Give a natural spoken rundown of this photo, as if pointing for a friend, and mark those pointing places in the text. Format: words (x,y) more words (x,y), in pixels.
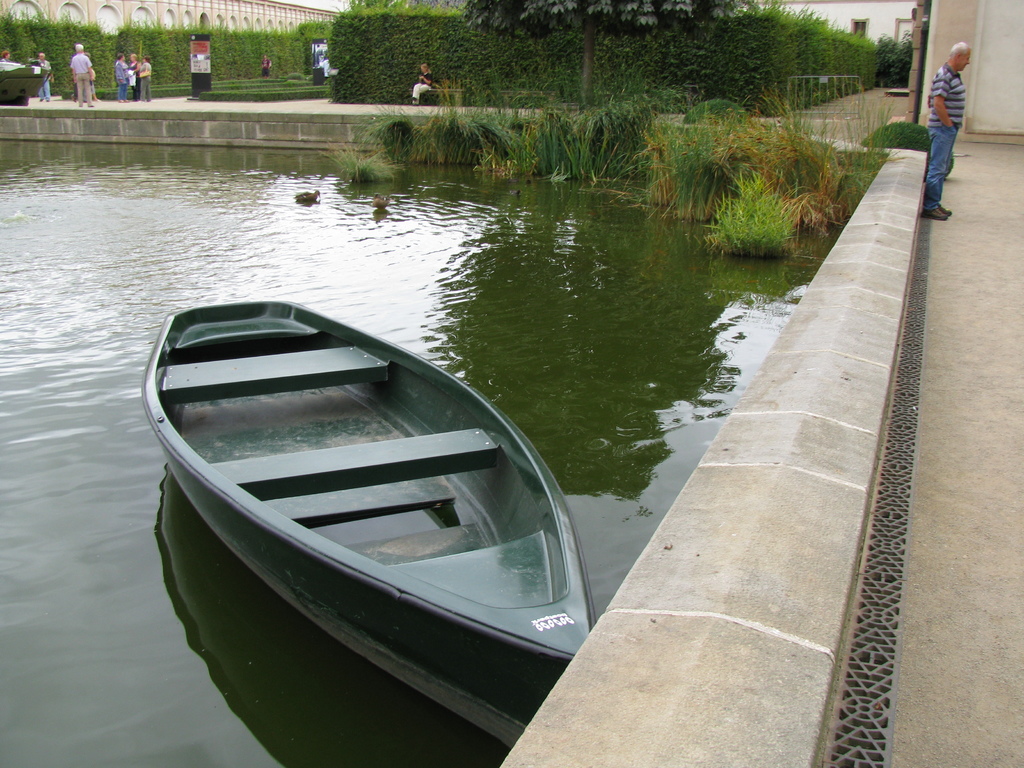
In this image on the left side (211,187) there is a pond (99,520), and in the pond (303,255) there is one boat (407,434) and some plants (685,137). On the right side (957,132) there is one person (950,161) standing, and in the center (671,504) there is a wall (750,693). At the bottom (939,586) there is a walkway (951,218) and in the background (473,89) there are some trees (493,20), buildings (82,13) and some persons (125,71) are standing and also some objects (315,58).
